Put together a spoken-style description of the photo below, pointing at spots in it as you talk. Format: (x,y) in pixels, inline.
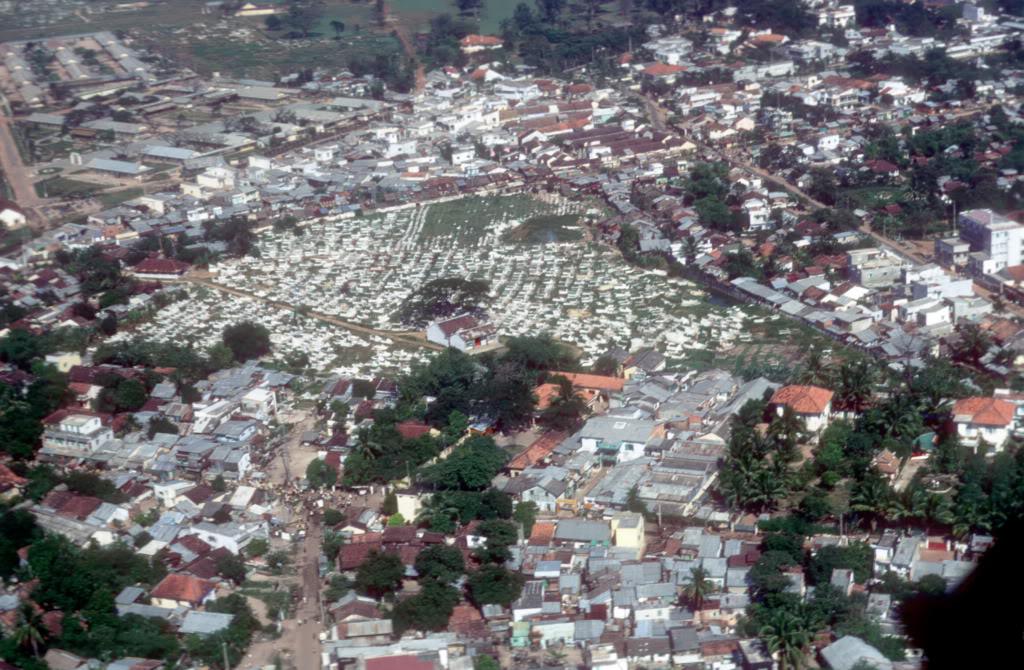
This is the aerial view image in which there are buildings (601,165), trees (464,353) and there is grass (357,57).
